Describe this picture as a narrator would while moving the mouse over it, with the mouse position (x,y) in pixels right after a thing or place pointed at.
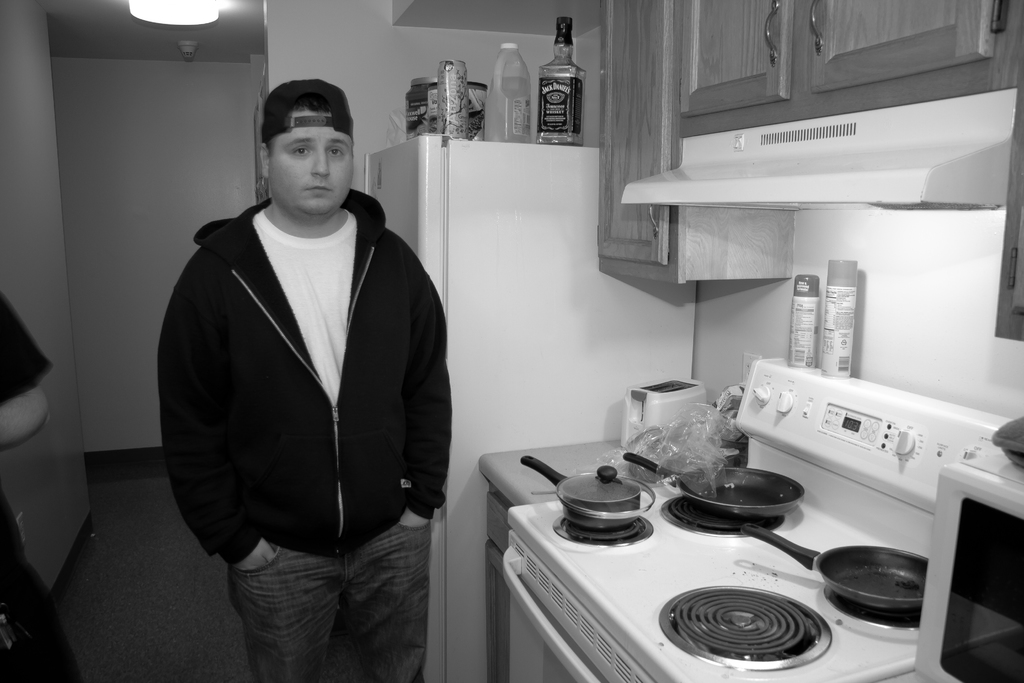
In this picture we can see two people (5,586) are standing on the floor (152,594), refrigerator (439,212), stove (688,540), pans (908,566), bottles (487,101), cupboards (793,9), walls (827,272), light (146,8) and some objects (193,48).
